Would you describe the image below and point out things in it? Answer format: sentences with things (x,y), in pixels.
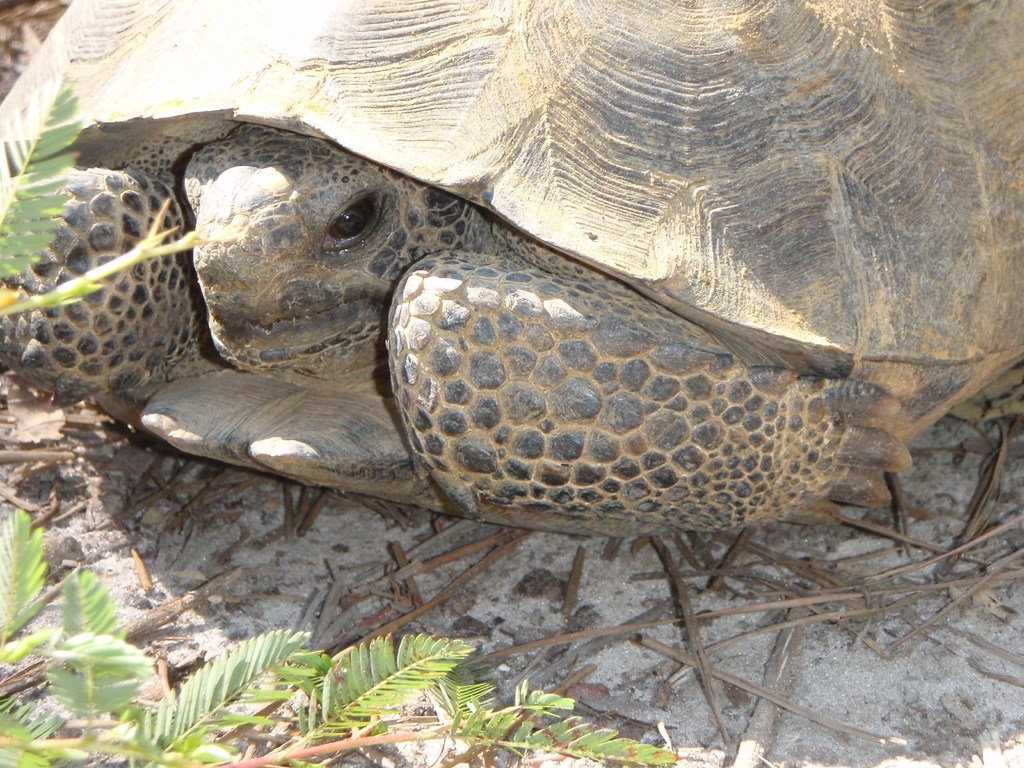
In this image we can see a tortoise (647,320) on the ground (604,573) and plants (168,231).
